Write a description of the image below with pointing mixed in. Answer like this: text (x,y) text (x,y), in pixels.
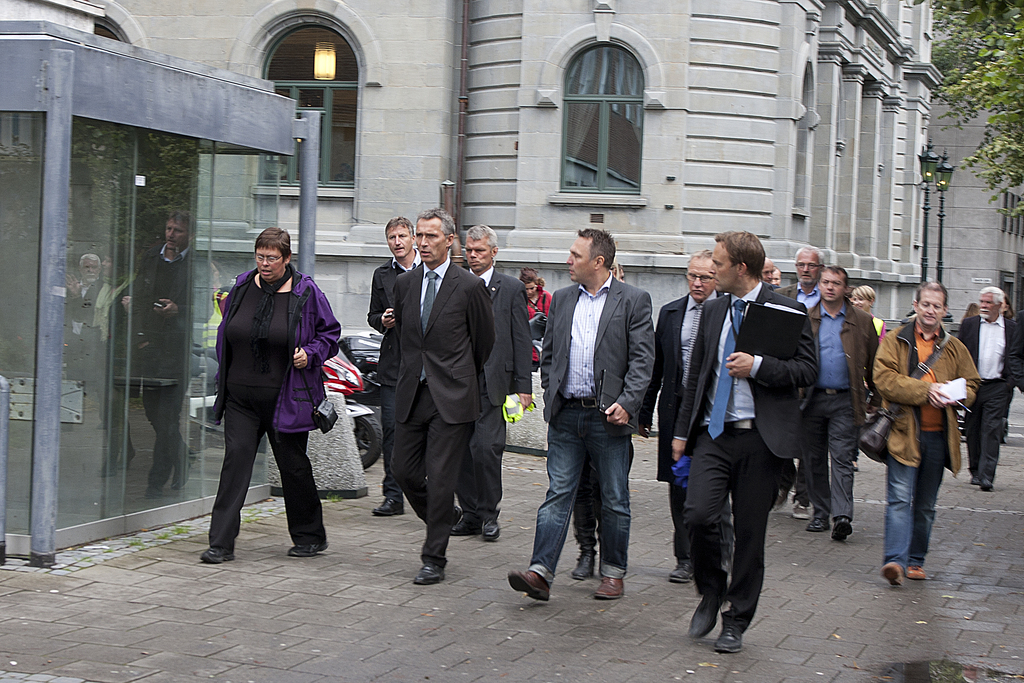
In this image we can see the people (466,436) walking on the path (647,576). In the background (331,11) we can see the buildings (749,161), light poles (936,165) and also trees (998,91). We can also see the vehicles (369,431). In the bottom right corner (906,663) we can see the water (946,669).
